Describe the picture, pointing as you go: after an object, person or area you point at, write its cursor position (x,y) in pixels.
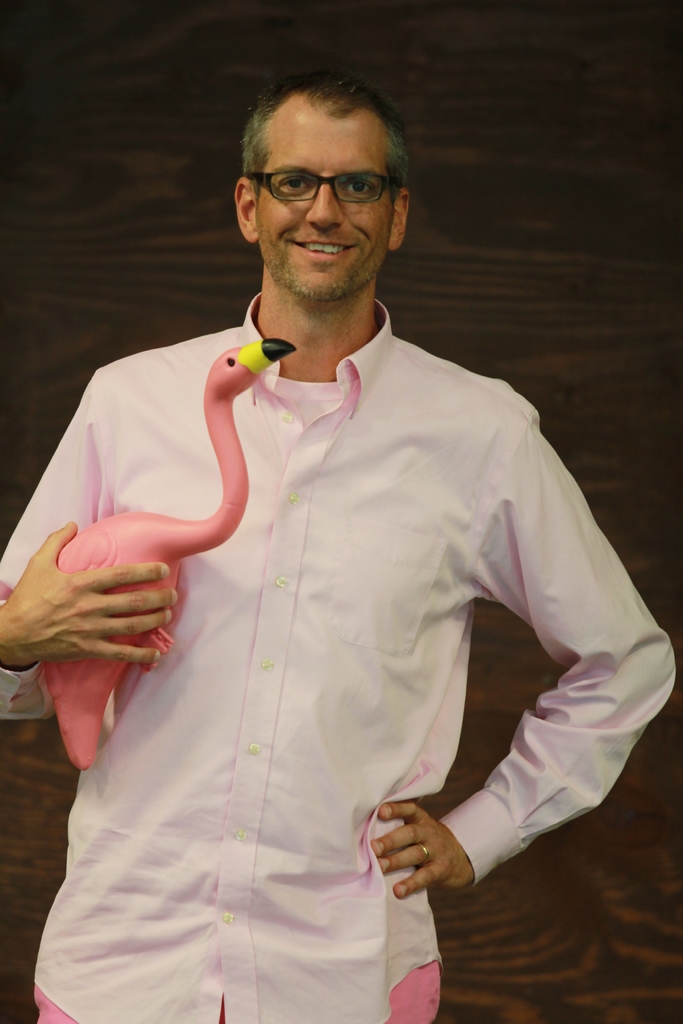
Here we can see a man (212,663) holding a toy (215,420) with his hand (25,624). He has spectacles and he is smiling. There is a dark background (472,24).
